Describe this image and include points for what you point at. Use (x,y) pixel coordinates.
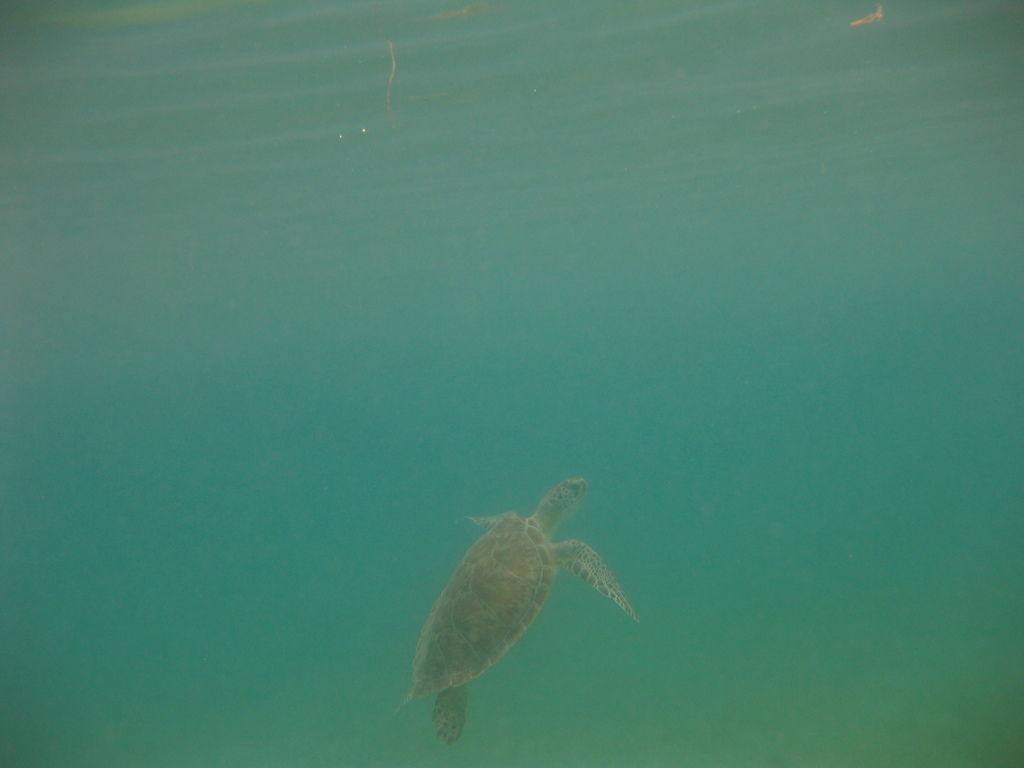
In this image we can see a tortoise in the water (443,431).
